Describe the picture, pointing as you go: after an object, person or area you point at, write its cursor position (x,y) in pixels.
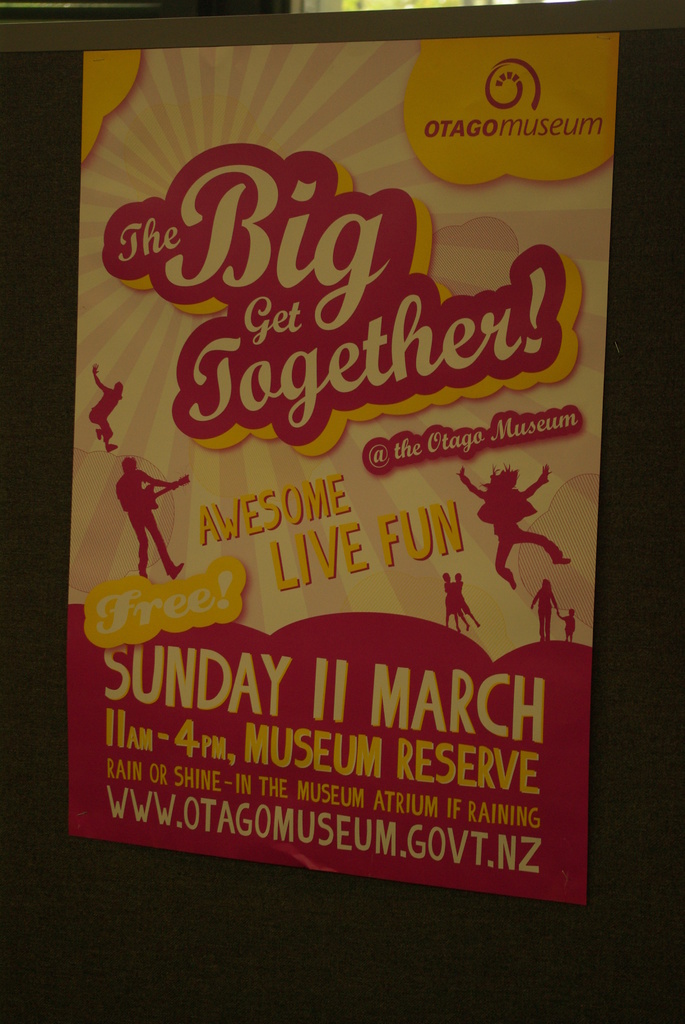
In this image there is a poster (322,551) with some text (315,742) and images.
